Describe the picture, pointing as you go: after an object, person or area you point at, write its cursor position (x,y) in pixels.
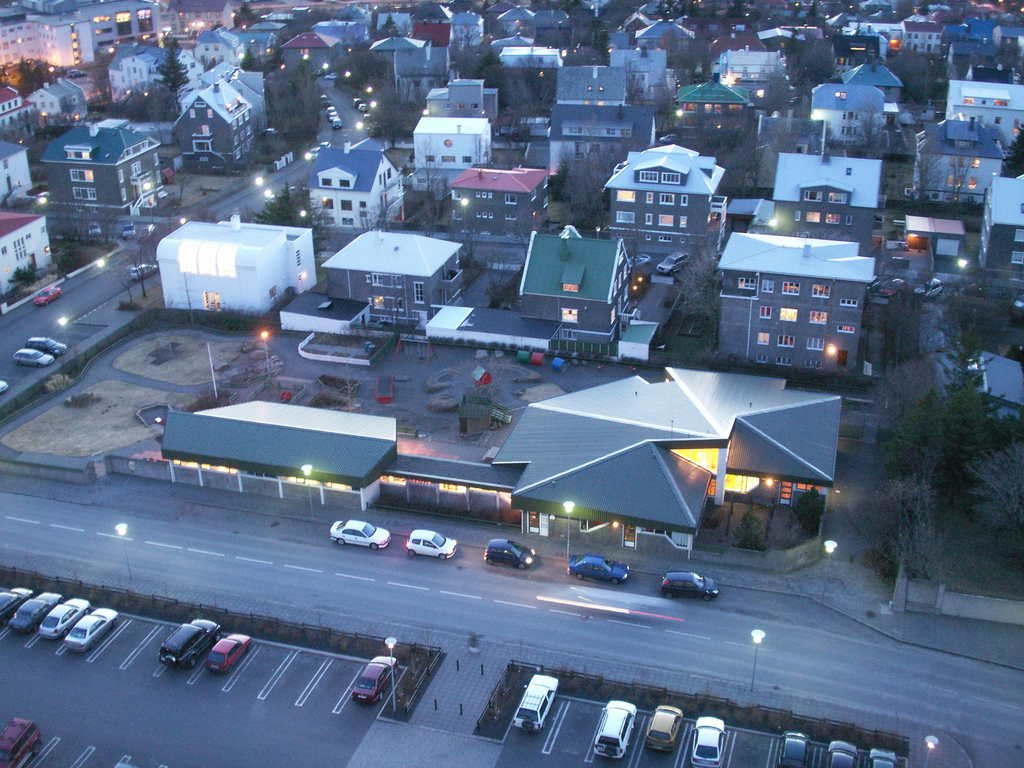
In this picture we can see the buildings (515,521), trees (415,204) and street lights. There are some vehicles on the roads (173,547). At the bottom of the image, there are vehicles (226,655) parked.
